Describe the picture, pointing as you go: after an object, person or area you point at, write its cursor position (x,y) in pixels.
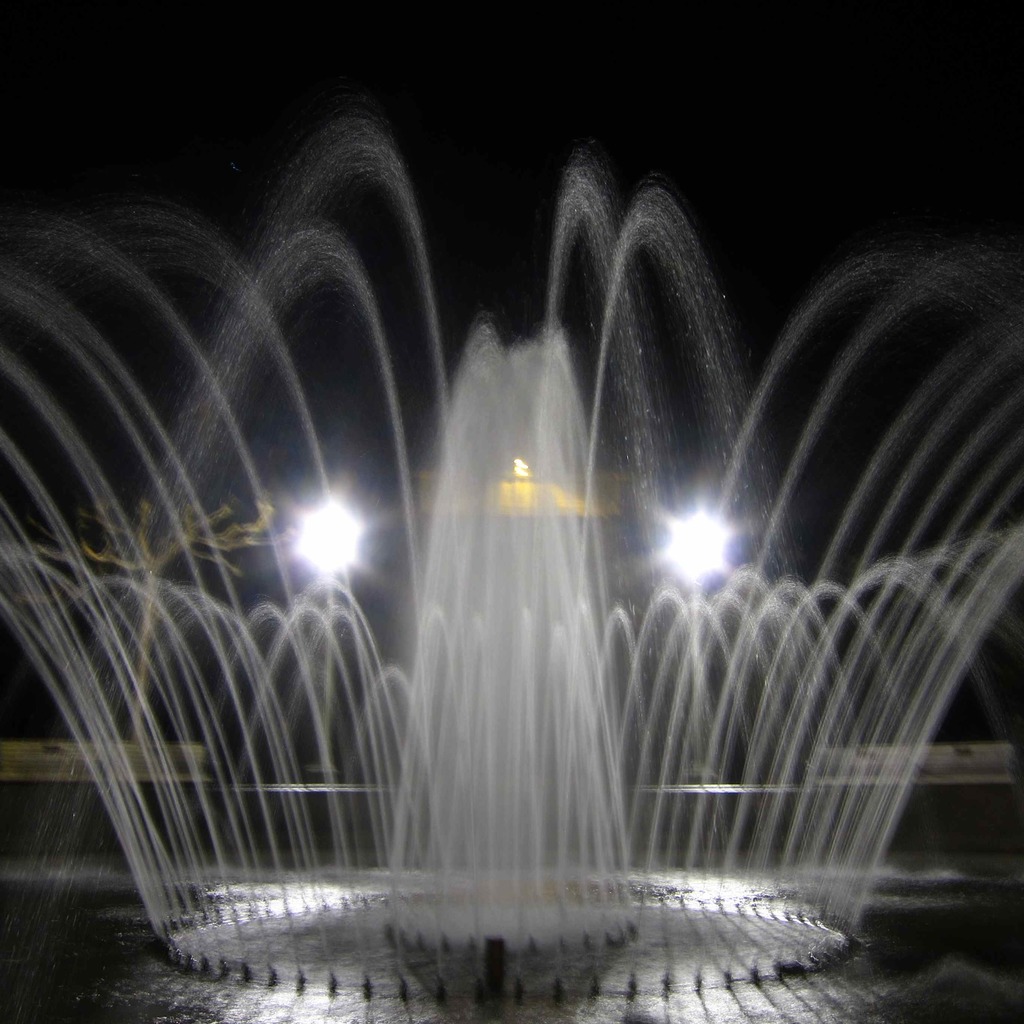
In this image I can see a fountain (204,383), background I can see two lights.
